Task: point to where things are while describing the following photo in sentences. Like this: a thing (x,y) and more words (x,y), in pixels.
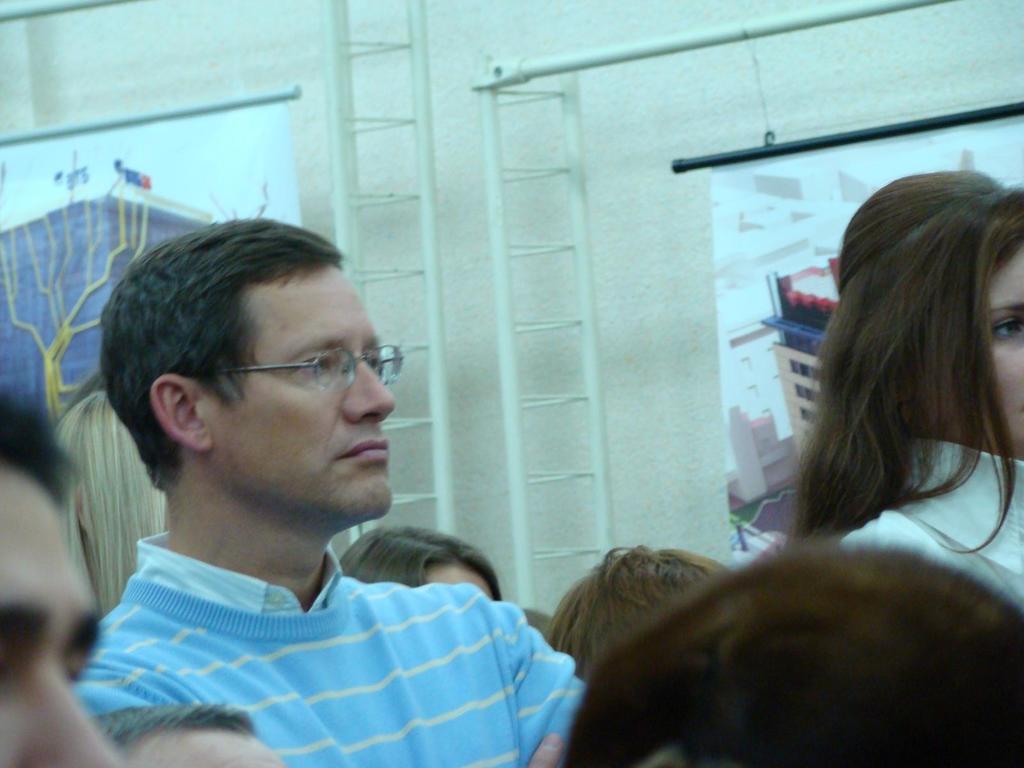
In the foreground of the picture (455,591) we can see many people (687,630). In the middle of the picture (498,289) we can see iron framed (359,213), posters (741,276) and other objects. In the background (522,35) there is a wall (703,174).
